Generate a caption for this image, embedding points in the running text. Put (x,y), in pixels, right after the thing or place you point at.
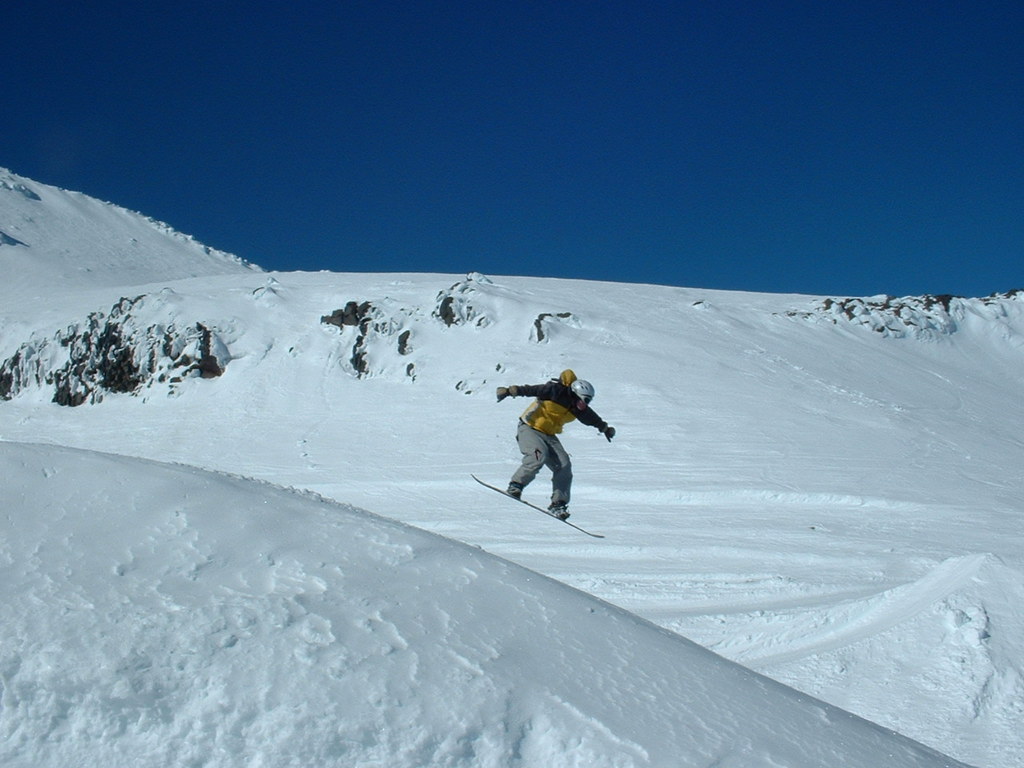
In this image there is a person (564,472), snowboard (511,496), snow (419,360) and blue sky (642,143). Land (613,364) is covered with snow (500,596). A person (537,461) is in the air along with a snowboard (539,508).
